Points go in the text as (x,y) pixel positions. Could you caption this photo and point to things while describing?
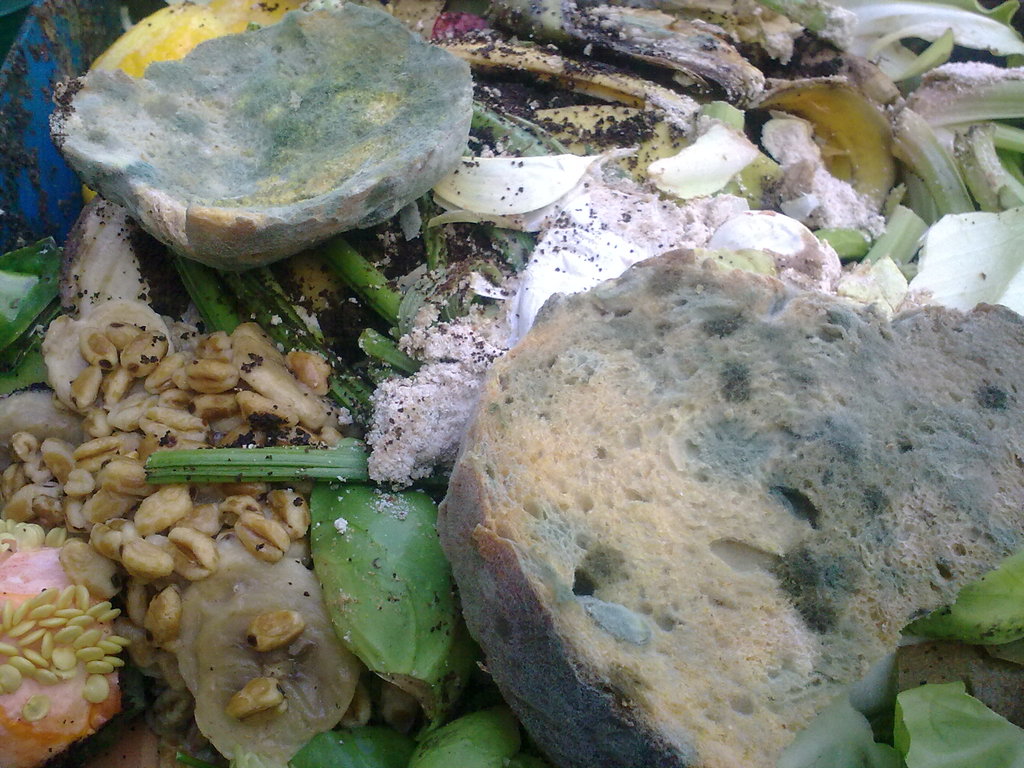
In this picture there are few garbage items (499,371).
